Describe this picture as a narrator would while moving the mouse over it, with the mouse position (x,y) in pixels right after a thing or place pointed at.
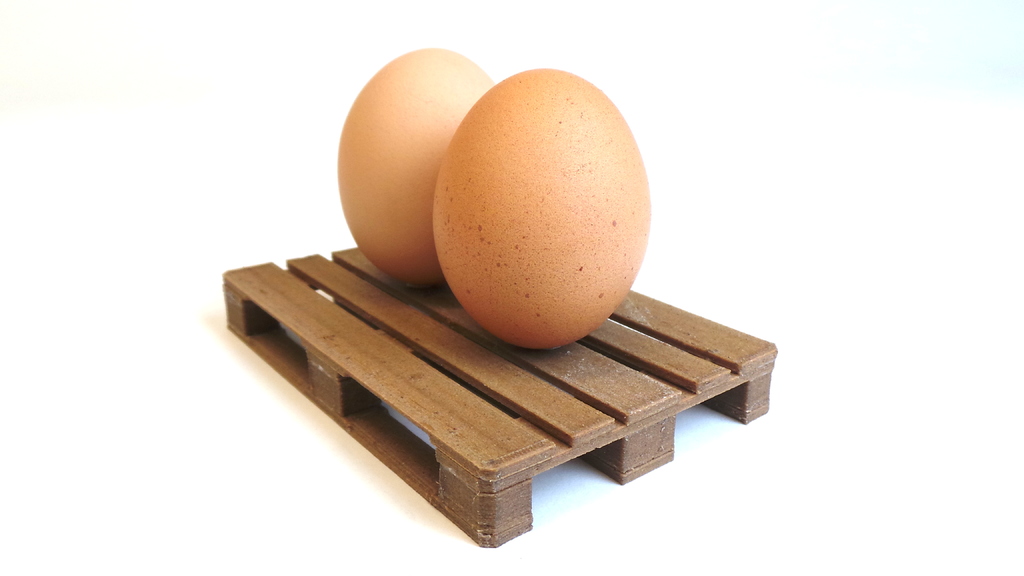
In this picture I can see two eggs (509,326) on the scale model pallet (531,377), and there is white background (314,37).
